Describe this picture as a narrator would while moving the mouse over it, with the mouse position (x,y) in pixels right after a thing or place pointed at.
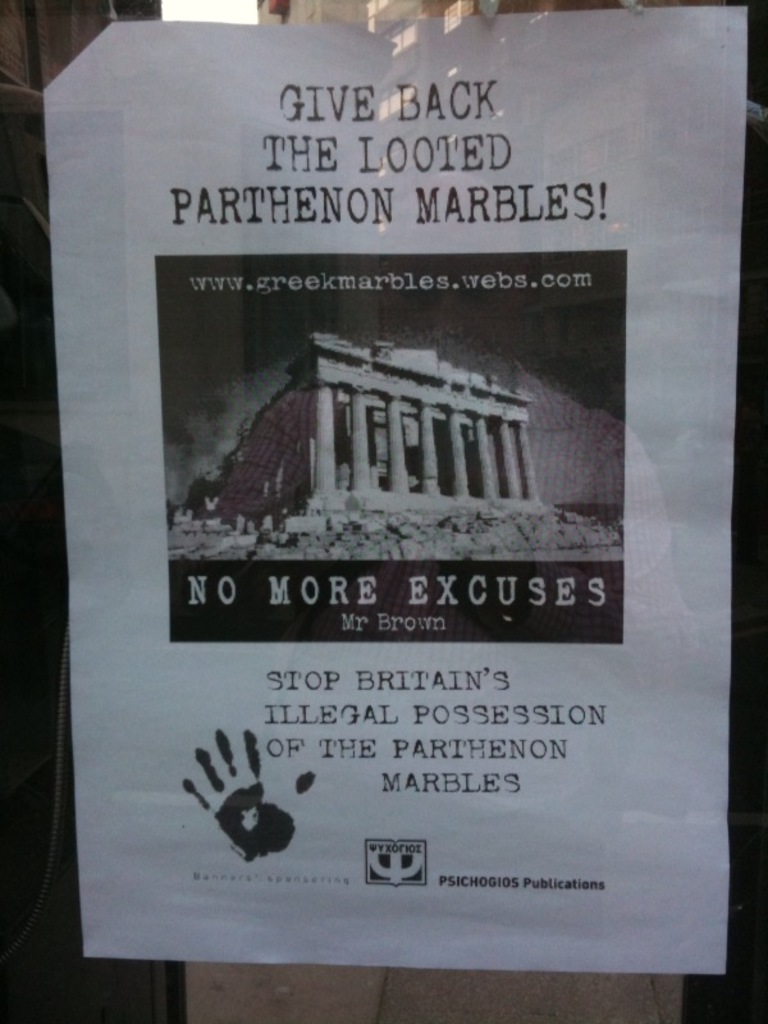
In this picture I can see a poster (192,431) with words (402,722), symbol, logo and a photo (574,362) on it, there is glass (280,444), and in the background (305,3) there is a wall (450,4).
